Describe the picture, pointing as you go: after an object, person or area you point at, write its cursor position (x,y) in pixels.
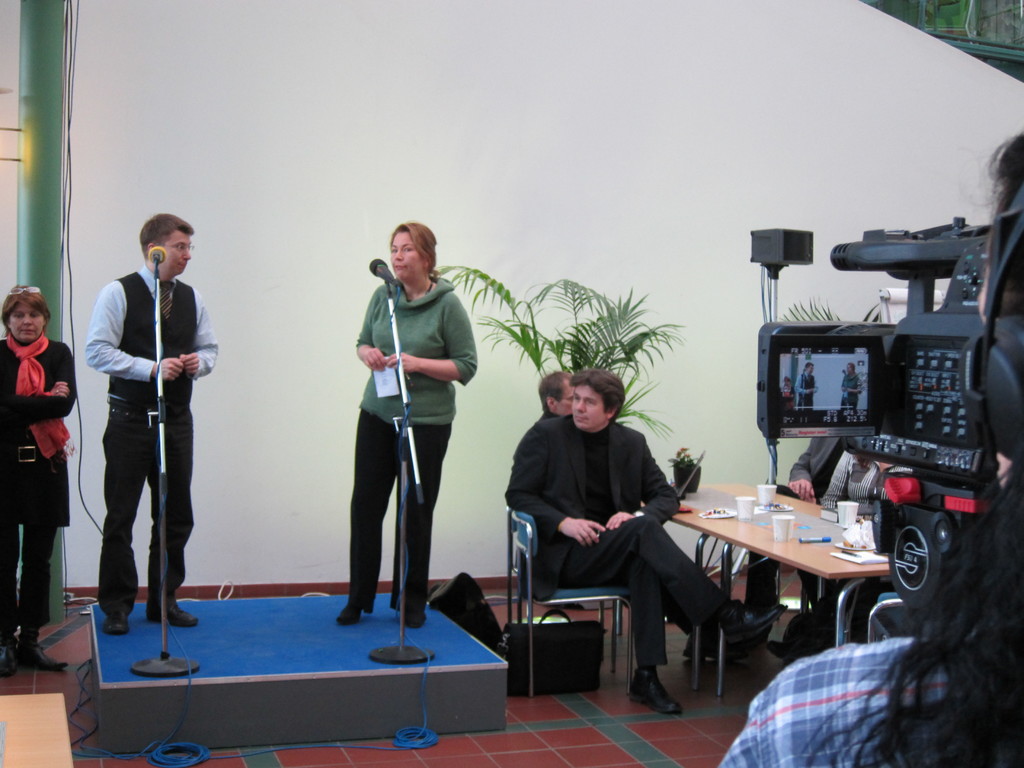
In this image a person (125,625) and a woman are standing on the stage (448,646) having two mike stands (406,648) on it. Beside there is a person (571,525) sitting on the chair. He is wearing suit (613,495). Few bags (584,632) are on the floor (584,716). There is a table (820,555) having few cups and a pen (827,542) are on it. Behind it there are few persons (860,482) sitting. Right side (951,344) there is a person (834,750) holding a camera (912,373). Left side (31,351) there is a person (6,512) standing. Person (25,378) is wearing a scarf (29,367). Background there is wall (80,332).
